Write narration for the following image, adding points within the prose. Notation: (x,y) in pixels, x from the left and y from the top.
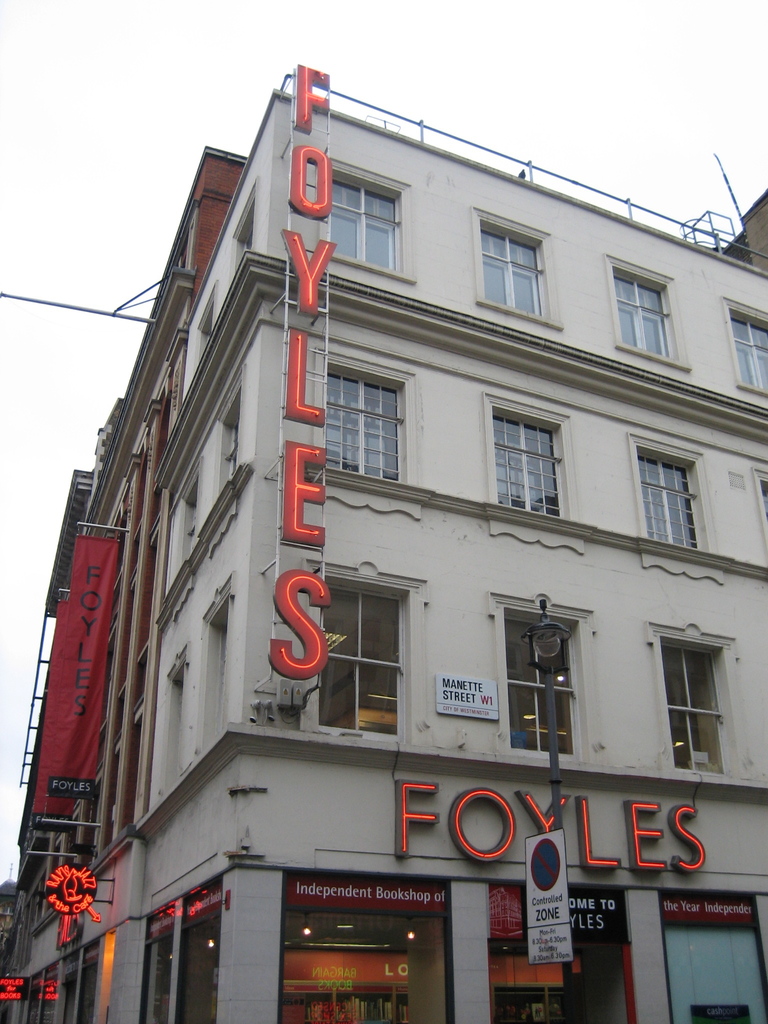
In this image we can see a building (201,461) with windows (192,527), a banner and a signboard (470,801). On the bottom of the image (538,806) we can see some name boards (200,907) with some text (324,981) on it and a sign board (550,884) to a pole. On the backside (57,197) we can see the sky (91,208).
